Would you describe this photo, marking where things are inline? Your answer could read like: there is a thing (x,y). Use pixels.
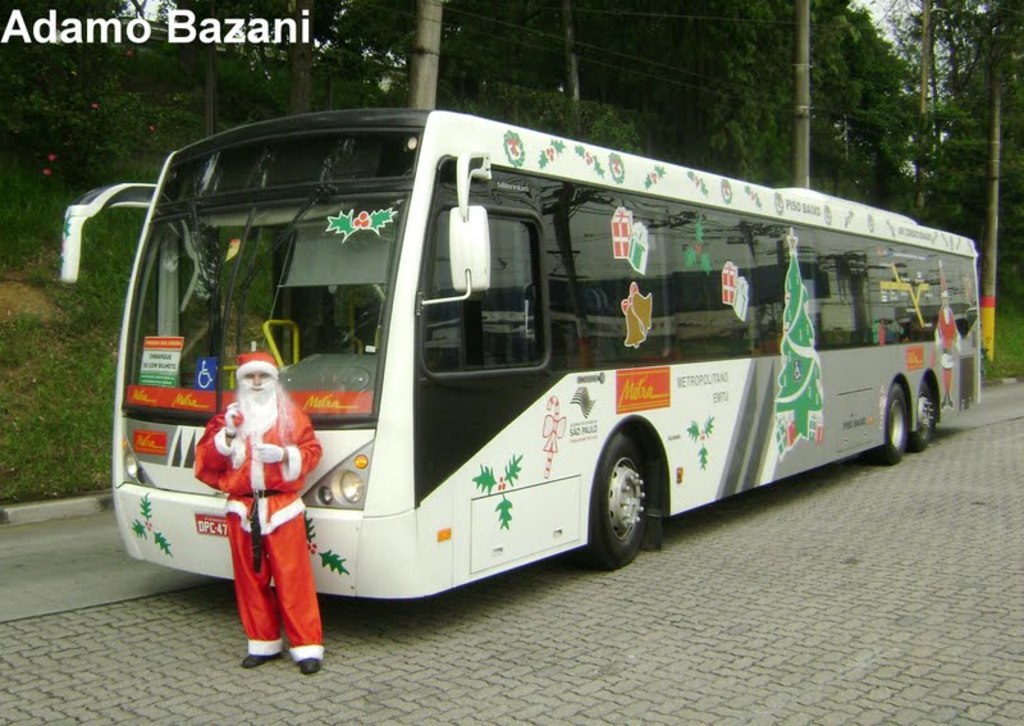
In this picture we can see the white bus (654,419) is parked on the cobble stones (495,581). In the front (283,488) there is a Santa Claus (275,523), standing and looking at the camera. Behind there are some trees (9,104).
